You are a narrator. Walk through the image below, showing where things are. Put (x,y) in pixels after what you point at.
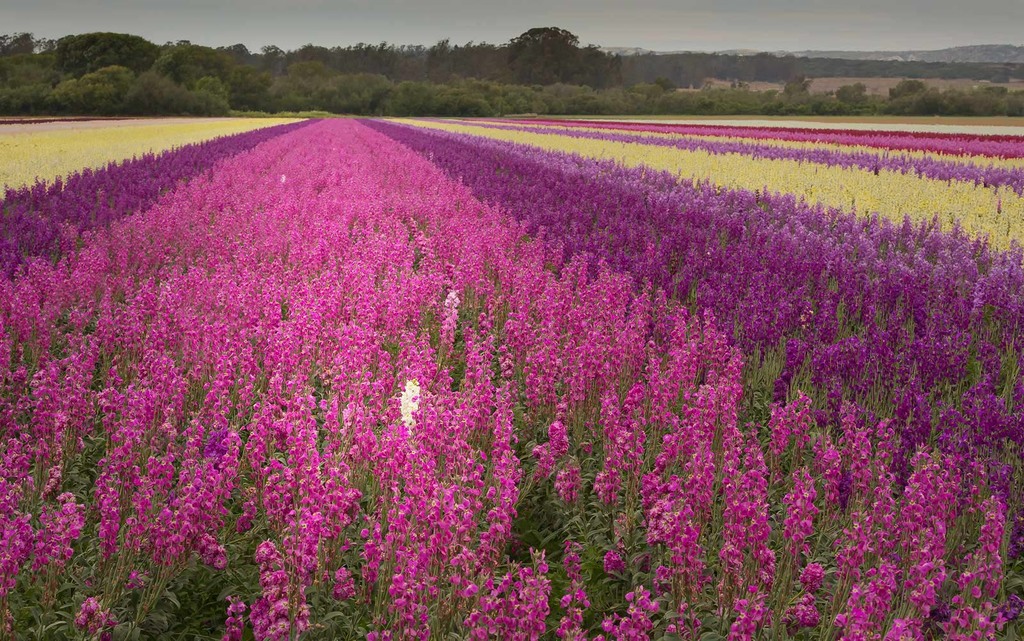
This picture is clicked outside. In the foreground (300,347) we can see the flowers (292,240), plants (321,166), and in the center (344,229) we can see the plants (980,107) and trees (707,70). In the background (432,1) we can see the sky (956,29), hills (952,56) and some other items (702,56).
